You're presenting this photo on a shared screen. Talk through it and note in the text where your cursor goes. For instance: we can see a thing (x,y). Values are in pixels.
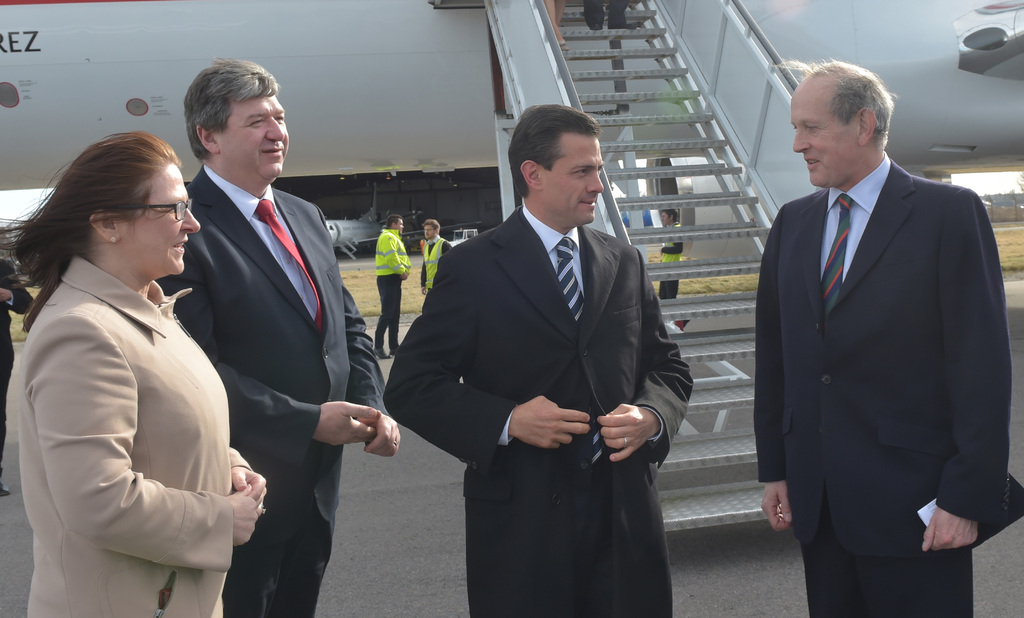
This is the picture of an airport (1011,270). In this image there are group of people (517,326) standing in the foreground (441,550). At the back (67,52) there are aircrafts (364,9) and there are group of people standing and there is a person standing on the steps (541,19). At the top (1017,186) there is sky (979,184). At the bottom (393,513) there is a road (417,472).
